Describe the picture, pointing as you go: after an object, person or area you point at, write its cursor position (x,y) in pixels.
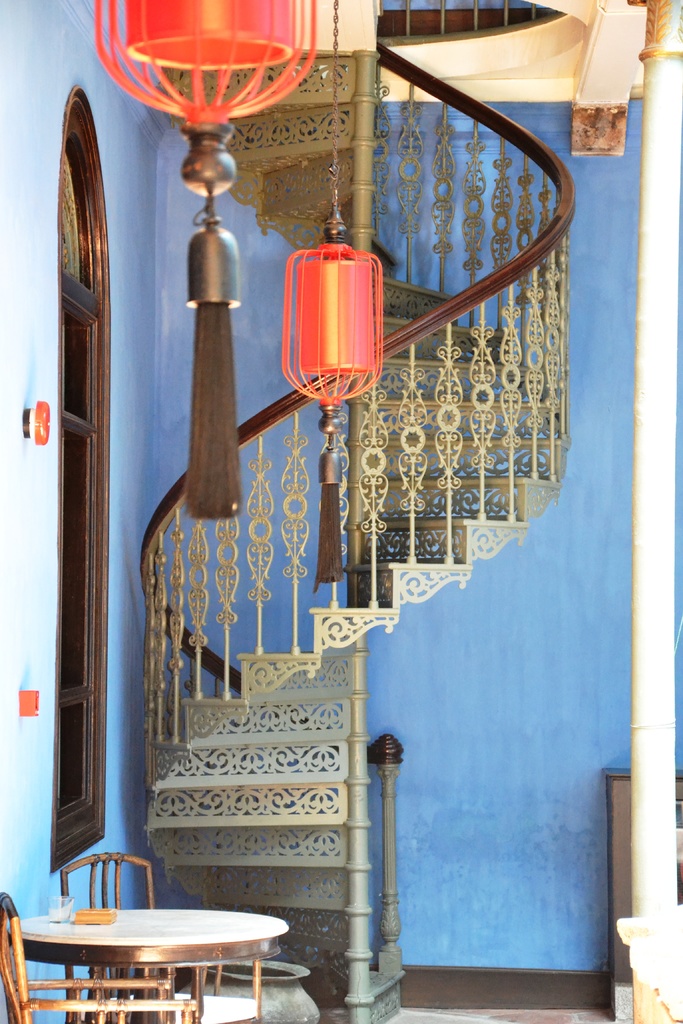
In the center of the image (349,664) we can see stairs (492,351). At the top (342,330) there are decors (329,399). At the bottom (14,1003) there is a table (84,965) and chairs (91,1009) and we can see a vessel (302,1006). In the background (520,735) there is a wall (535,667) and a window (101,593).
